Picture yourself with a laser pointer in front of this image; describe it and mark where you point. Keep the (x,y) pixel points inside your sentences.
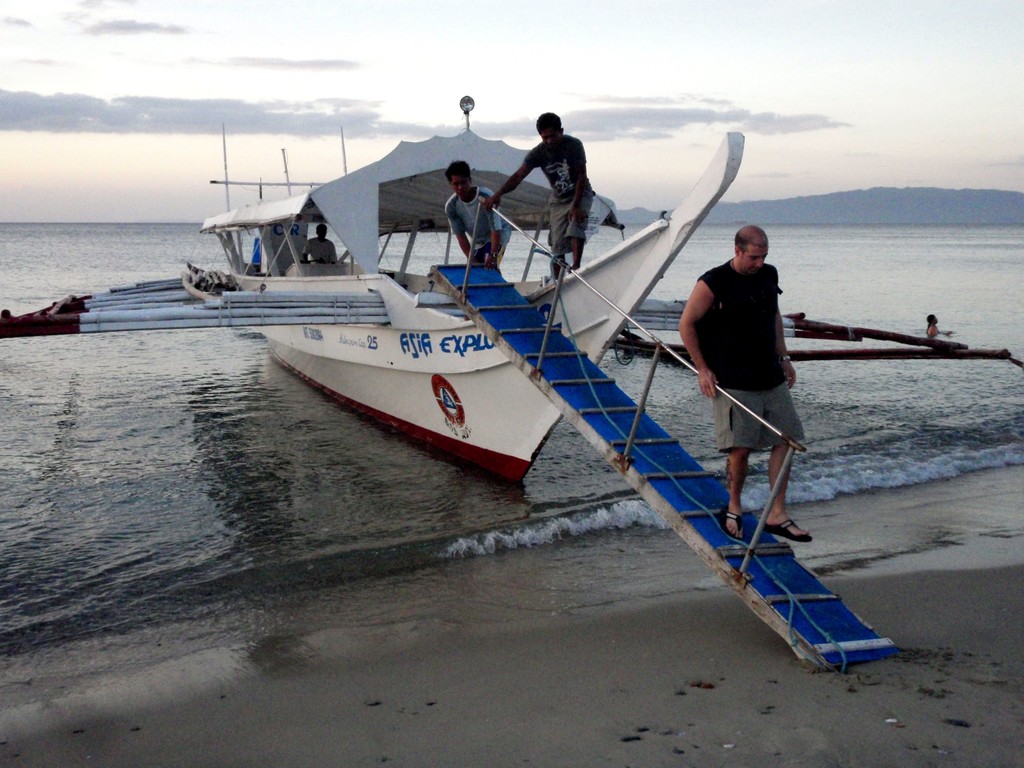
As we can see in the image there is water (120,420), boat (385,338), few people (327,261), stairs (622,428), sky (688,13) and clouds (153,110).
